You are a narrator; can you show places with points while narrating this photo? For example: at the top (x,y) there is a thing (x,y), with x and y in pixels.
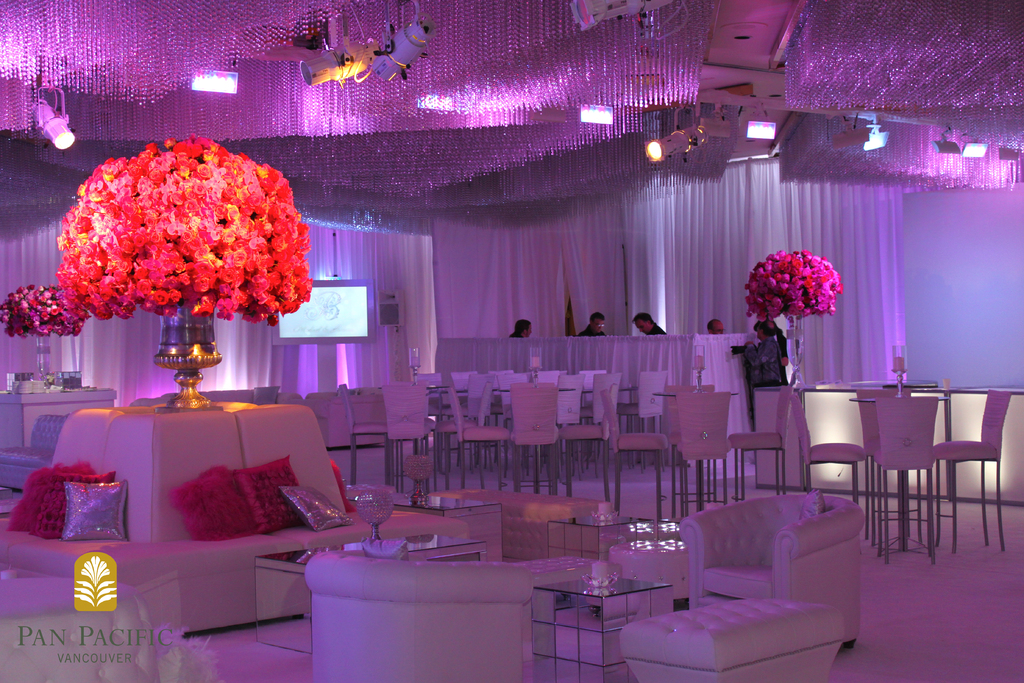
In the middle of the image (588,325) four people (717,322) standing behind the curtain (713,373). At the top of the image (545,38) there is a roof (199,50) and light (211,79). Top left side of the image (216,143) there is a flower pot (271,236). Bottom right side of the image (902,485) there is a table (821,400). Surrounding the table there are some chairs (1001,521). in the middle of the image (359,284) there is a screen (343,290).
